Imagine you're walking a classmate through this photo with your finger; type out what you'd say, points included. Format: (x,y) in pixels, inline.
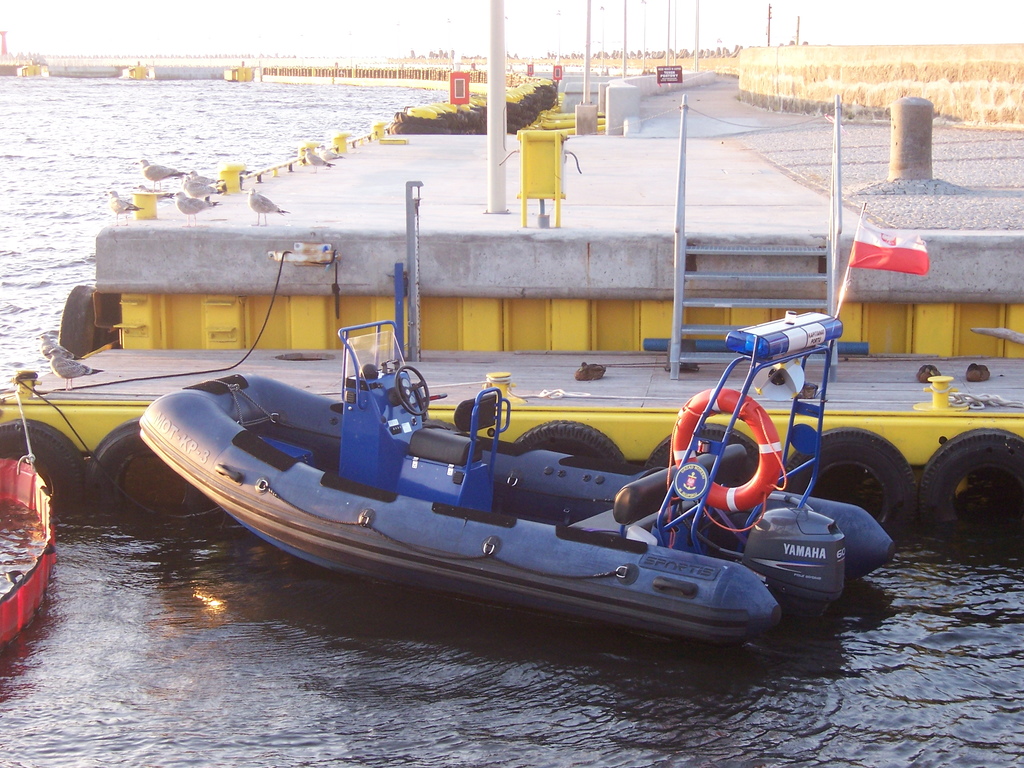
In the foreground of the picture (201,509) and towards left (140,111) there is a water body (282,666). In the foreground (430,464) there is a boat (384,449). In the center of the picture (410,314) it is dock (803,143), on the dock (481,162) there are birds (192,193), poles (488,111), wall (874,90) and other objects (922,137).
